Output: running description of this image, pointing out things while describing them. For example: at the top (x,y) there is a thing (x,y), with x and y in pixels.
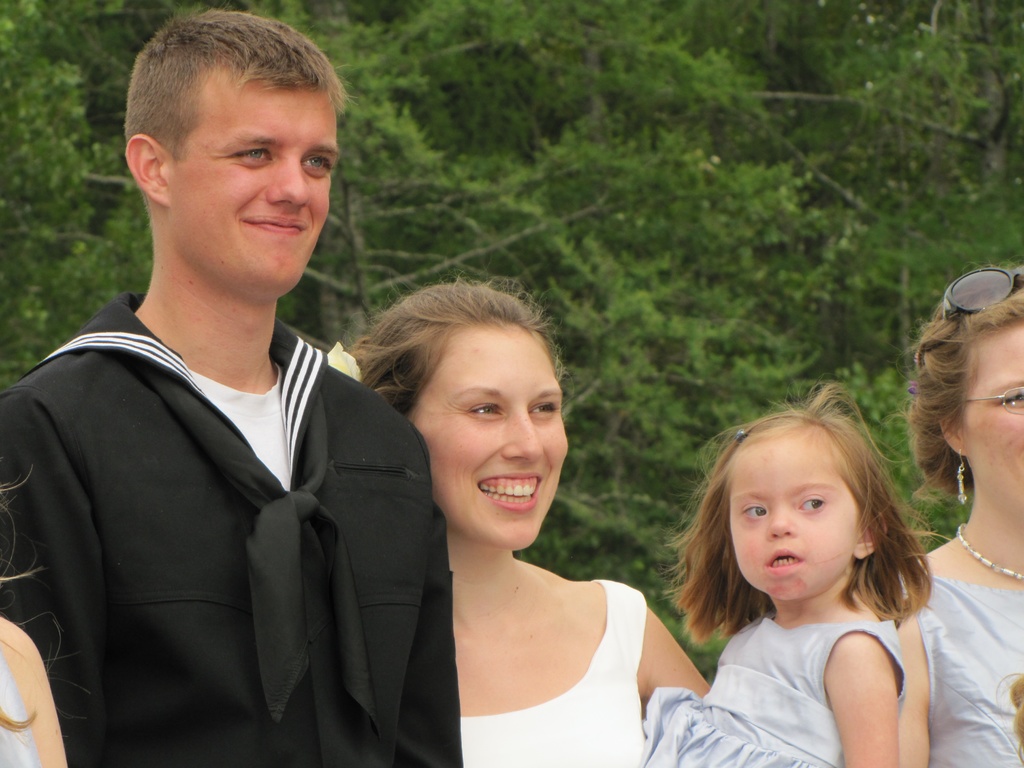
In the image there are group of people (586,605) standing and posing for the photo, there are total five people (276,665) in the image and one person (24,674) is not clearly visible.
